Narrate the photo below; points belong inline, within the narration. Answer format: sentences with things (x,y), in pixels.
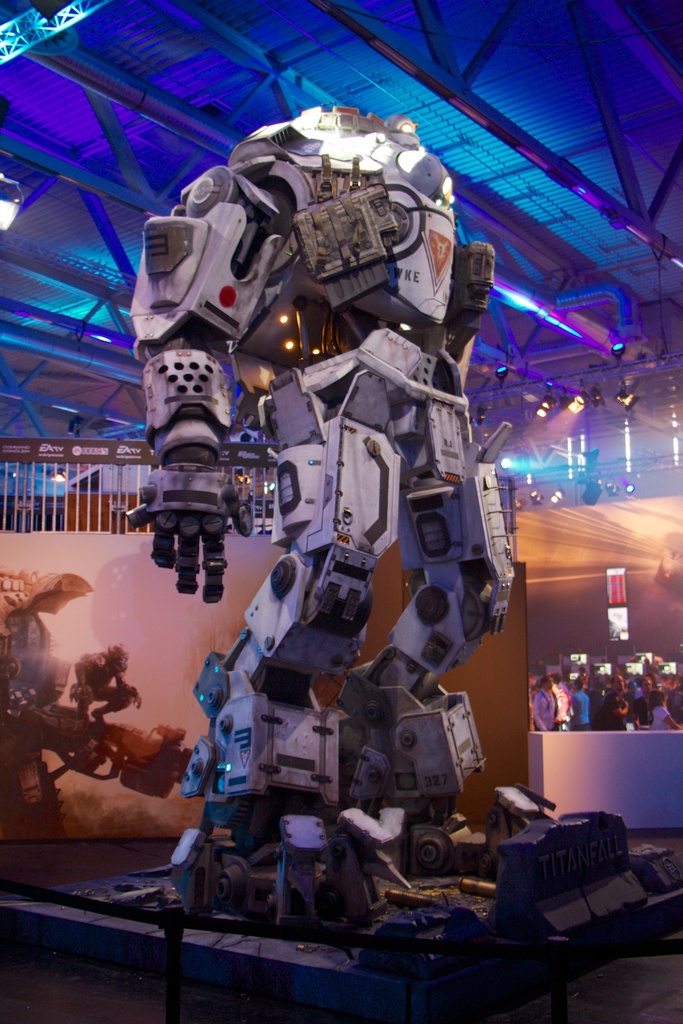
In the image there is a robot (245,510) kept for an expo, behind the robot (178,399) there is a huge crowd (606,681) and there is a blue color light (558,325) fit to the roof (540,192).
